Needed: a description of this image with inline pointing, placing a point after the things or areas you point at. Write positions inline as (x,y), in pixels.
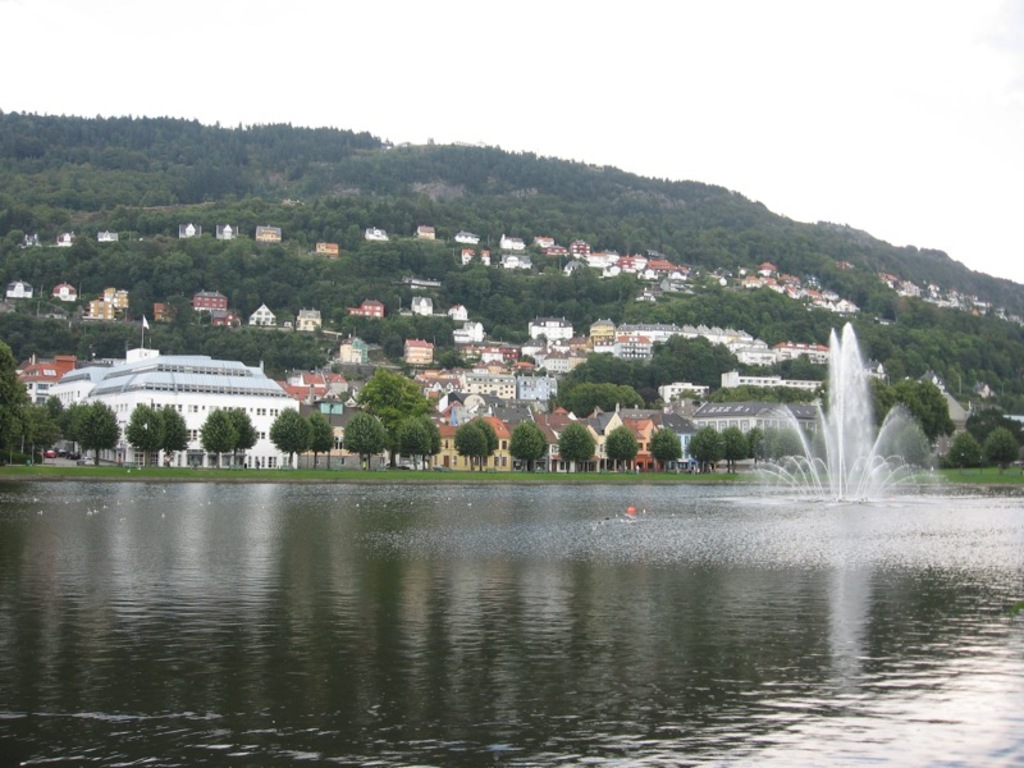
In the picture there is a water surface (940,712) and there is a fountain (802,446) in between the water surface (59,551), behind that there are many trees (638,389) and in between the trees (234,306) there are some houses (452,397) and buildings (513,377).
